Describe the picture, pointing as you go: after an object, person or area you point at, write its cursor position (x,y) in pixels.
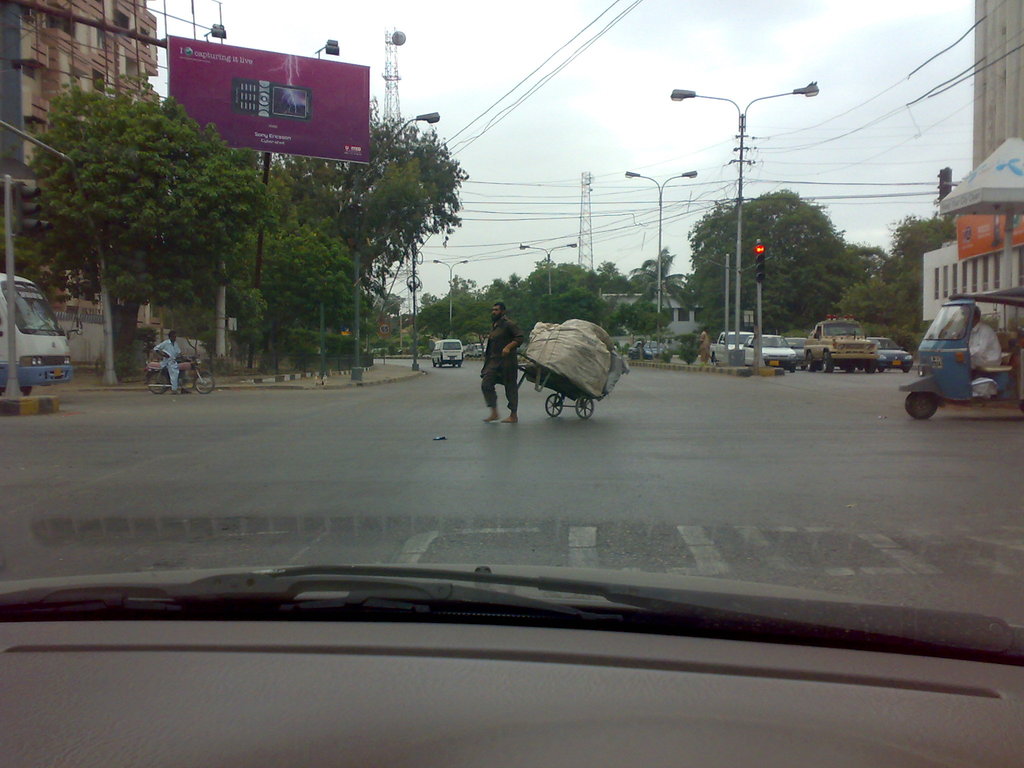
In this image there is a road (846,445) on that road (787,411) vehicles (931,385) are moving and a man (495,373) pulling a cart (565,390), in the middle of the road (498,456) there are light poles (728,308) and signal pole (758,340), on either side of the road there are trees (451,201) and buildings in the background (639,75) there is a sky (740,78).
